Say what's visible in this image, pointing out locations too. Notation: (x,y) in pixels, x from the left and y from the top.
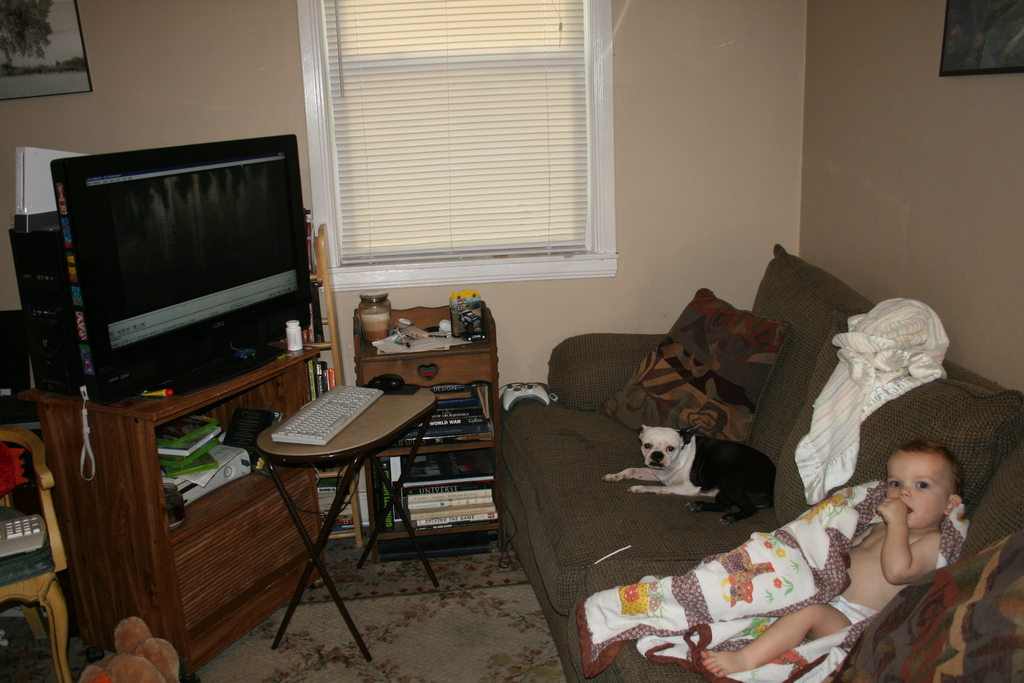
This is the picture where we have a sofa (631,548) on which there is a dog (719,486) and a little boy (908,508) in front of the sofa (673,512) there is a desk (177,414) on which there is a television (224,299) and on the other desk (435,312) there are some books (446,413) and things (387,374) placed.
